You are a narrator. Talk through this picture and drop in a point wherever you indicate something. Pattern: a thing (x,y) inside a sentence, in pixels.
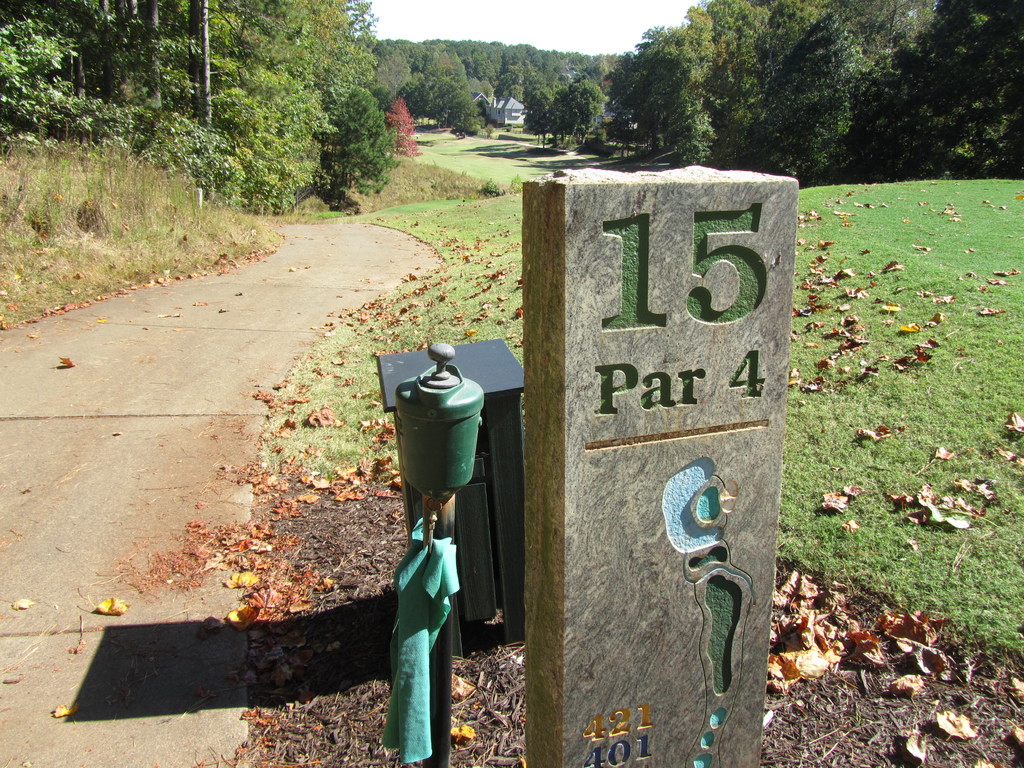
In this picture we can see a milestone (673,543), pole (440,671), table (485,389) on the ground (491,674), dried leaves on the grass (466,318), path (213,377), trees (268,54), shed (501,99) and in the background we can see the sky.
